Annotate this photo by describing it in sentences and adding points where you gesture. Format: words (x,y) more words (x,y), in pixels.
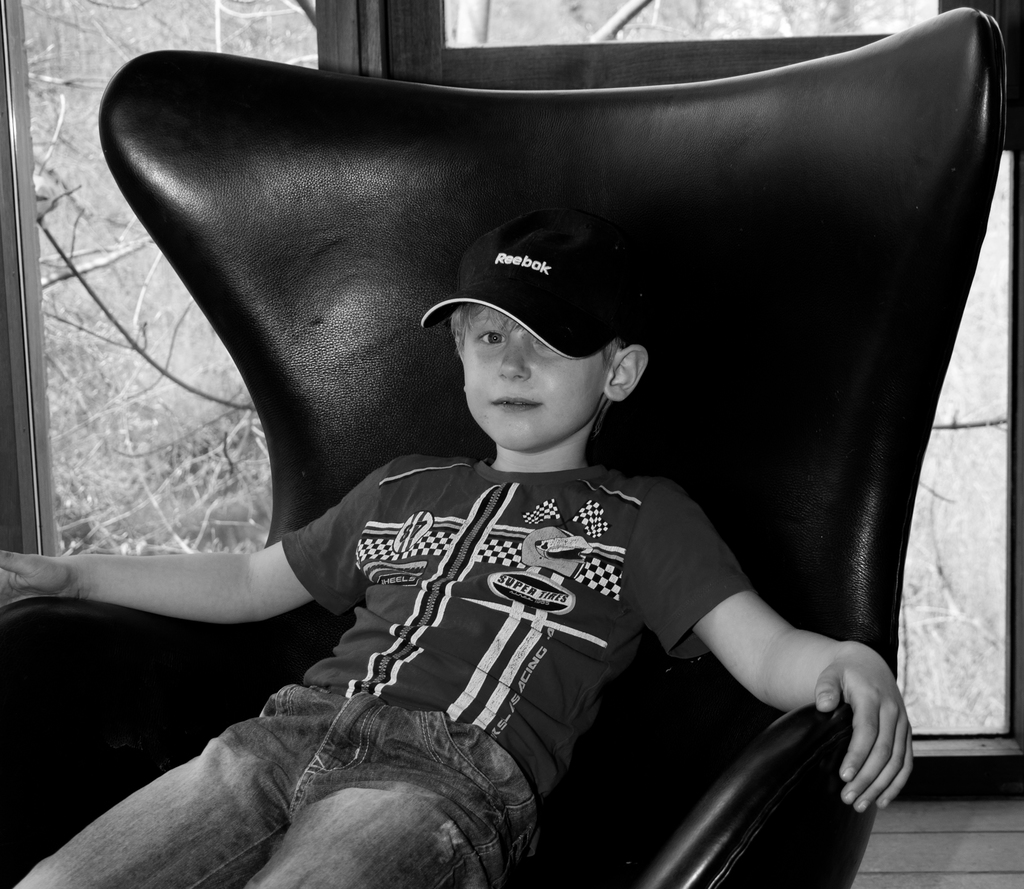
This image consist of a boy (274,764) sitting in a black chair (649,175). He is wearing a black cap (558,303) and blue jeans (359,807). In the background (955,773), there is a door (775,20), through which trees (156,452) and plants (122,262) are seen.
